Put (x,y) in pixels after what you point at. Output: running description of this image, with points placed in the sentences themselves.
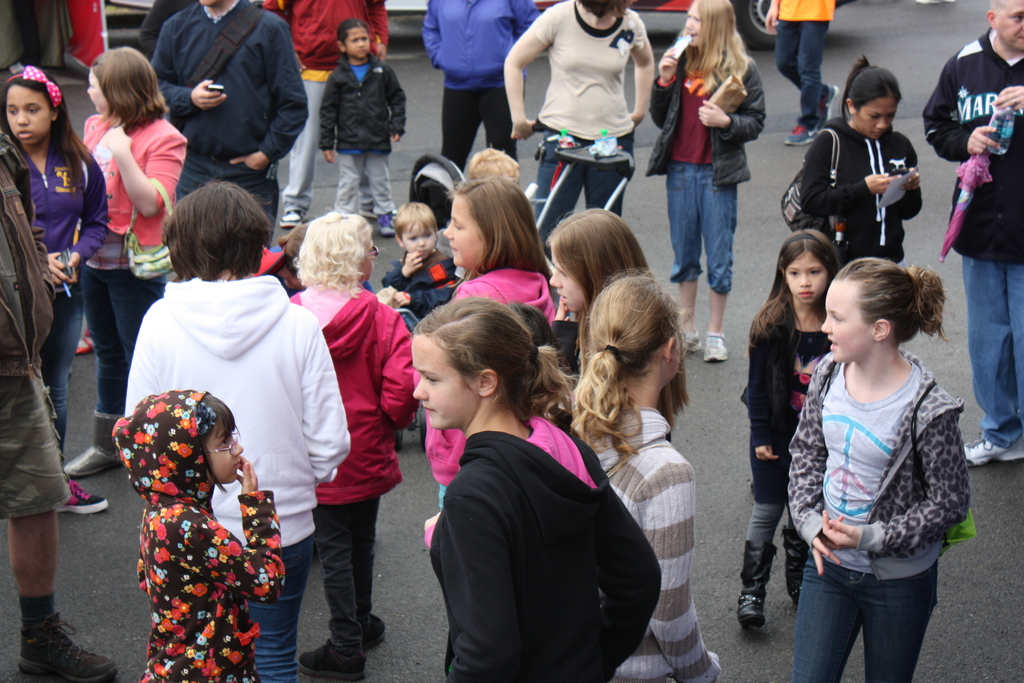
In this image there are group of people (679,392) standing on the road (739,394). In the middle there is a woman (585,84) who is holding the trolley (600,156). In this image there are people of different age groups (351,294) who are standing on the road (743,540).
